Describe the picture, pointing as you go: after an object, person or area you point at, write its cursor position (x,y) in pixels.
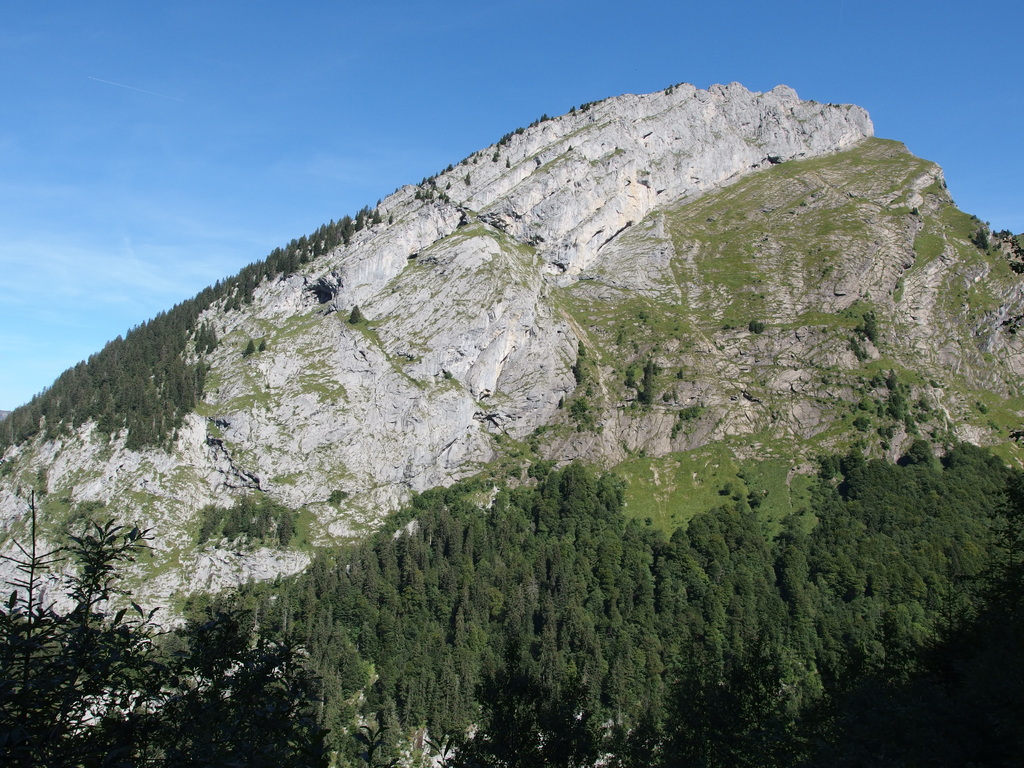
In this image, there is an outside view. There are some trees (630,529) on the hill (720,362). There are branches (557,723) at the bottom of the image (541,733). There is a sky (524,117) at the top of the image (525,107).
